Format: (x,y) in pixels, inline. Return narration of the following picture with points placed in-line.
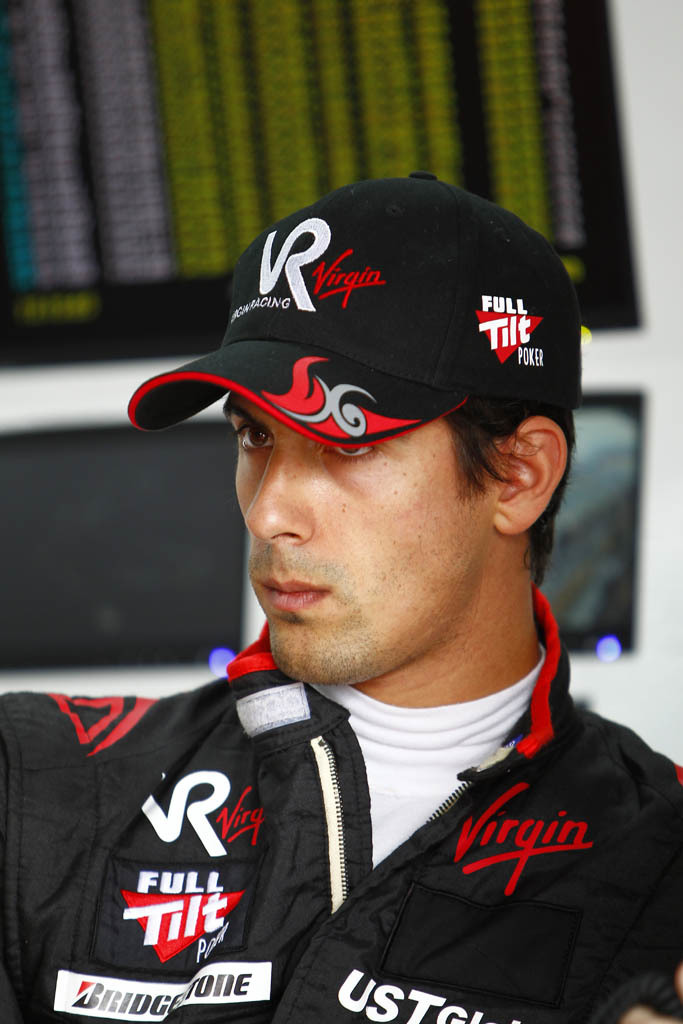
In the image there is a man (358,693) in black jersey (30,821) and cap (348,383) with a white t-shirt (423,767) inside staring in the front (310,429).
